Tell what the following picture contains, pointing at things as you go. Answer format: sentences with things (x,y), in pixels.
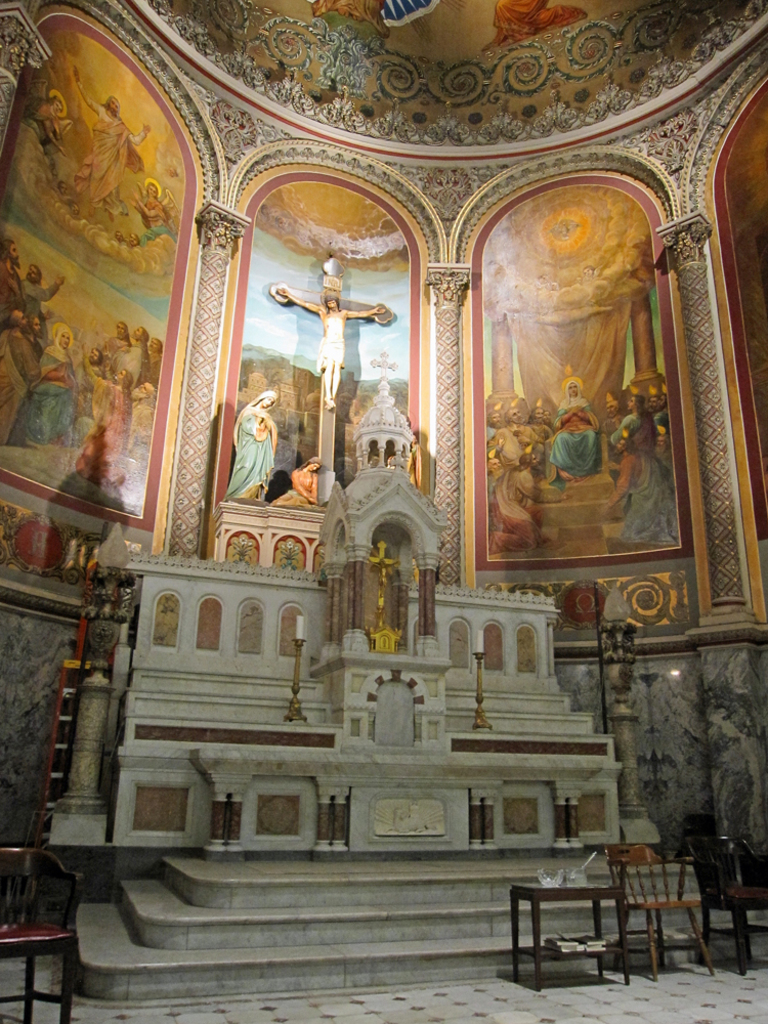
This is inside view of a church (373,676). There are steps (564,909), chairs (725,889) and a table (599,905) with some items (565,937). In the back (245,455) there are statues (245,455), cross (387,558), candle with stands (477,673) and small pillars (112,642). On the wall (471,239) there are paintings (317,251) and pillars (717,375).
